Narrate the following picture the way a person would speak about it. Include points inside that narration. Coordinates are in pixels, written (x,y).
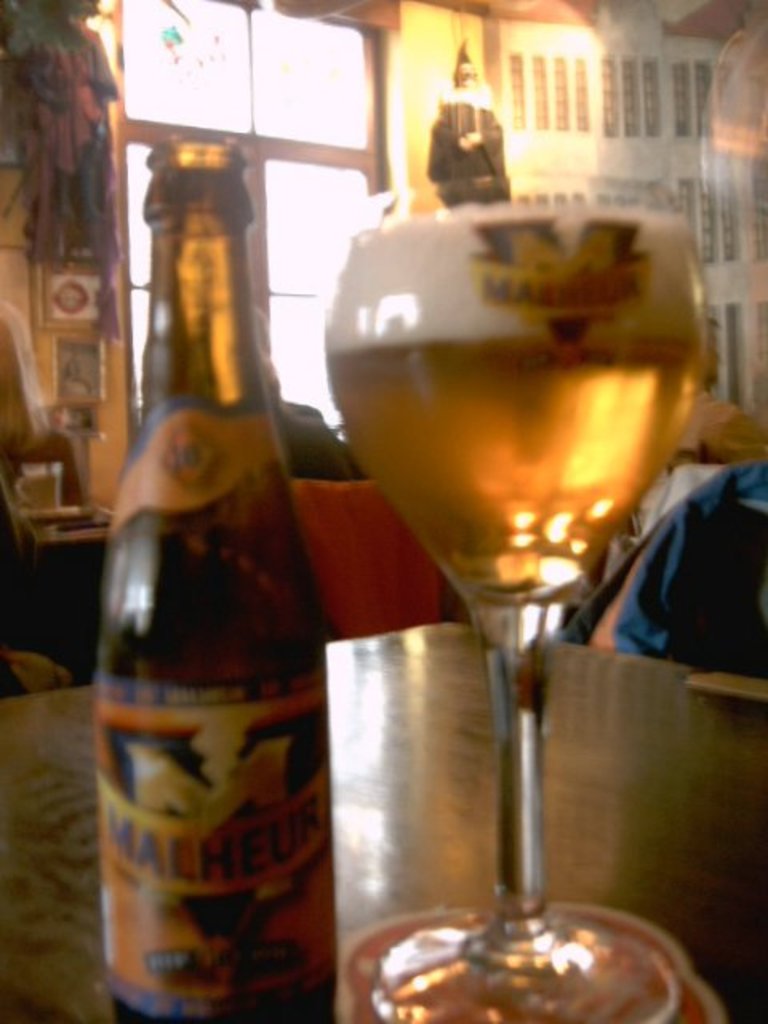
The picture consists of beer bottle (305,707) beside a wine glass (455,1003) on a table (48,803), this seems to be in a room (742,87), on the background wall (390,139) there is a table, it looks like there is a person (661,586) over to the right side (685,554).
